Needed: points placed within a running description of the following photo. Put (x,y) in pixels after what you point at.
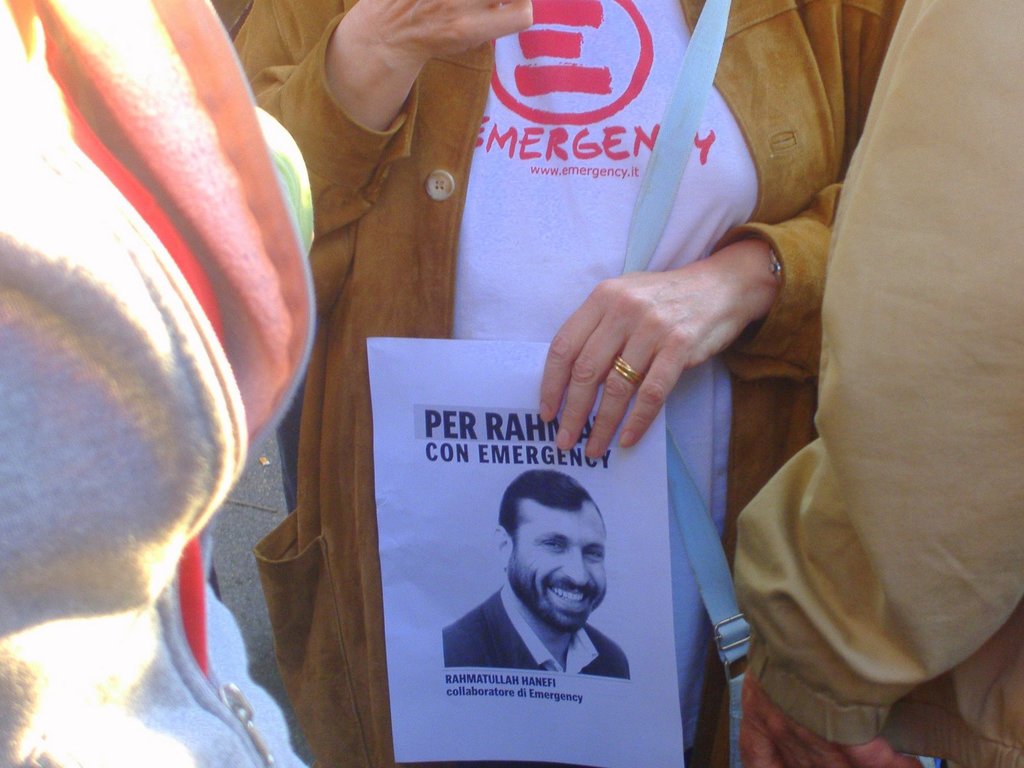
In this picture I can see in the middle (451,326) a person (779,251) is holding the paper (511,590), there is an image (534,596) of a man (552,598) on this paper (534,567).
